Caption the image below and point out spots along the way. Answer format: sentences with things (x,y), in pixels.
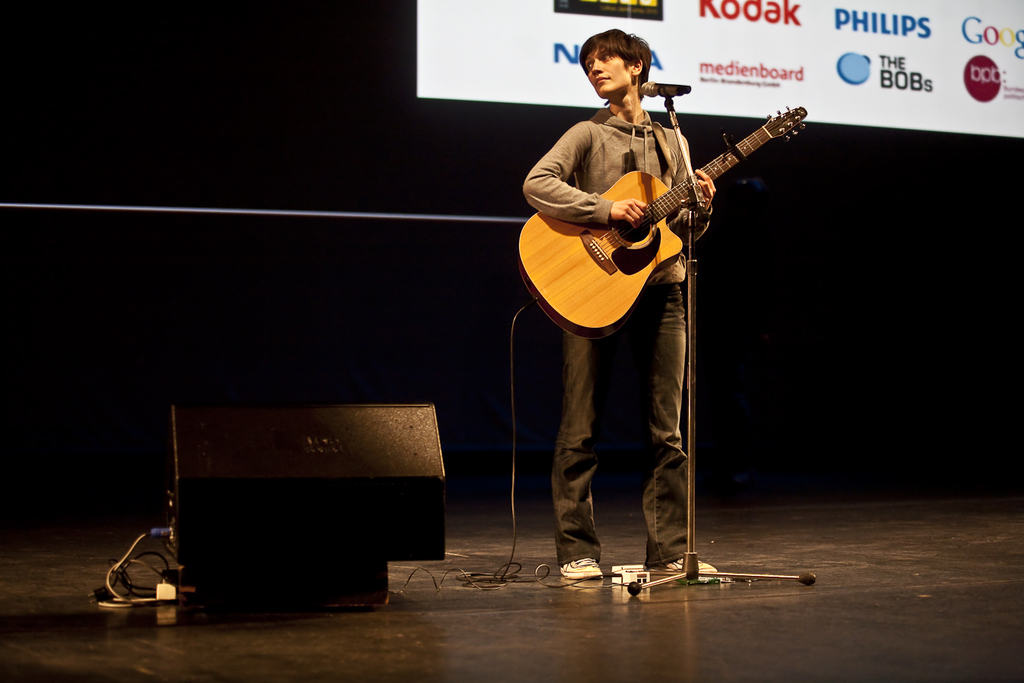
In this image i can see a person (680,223) standing and holding a guitar (564,248) in his hands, and there is a microphone (645,86) in front of him. In the background (850,85) i can see a screen (697,48).
